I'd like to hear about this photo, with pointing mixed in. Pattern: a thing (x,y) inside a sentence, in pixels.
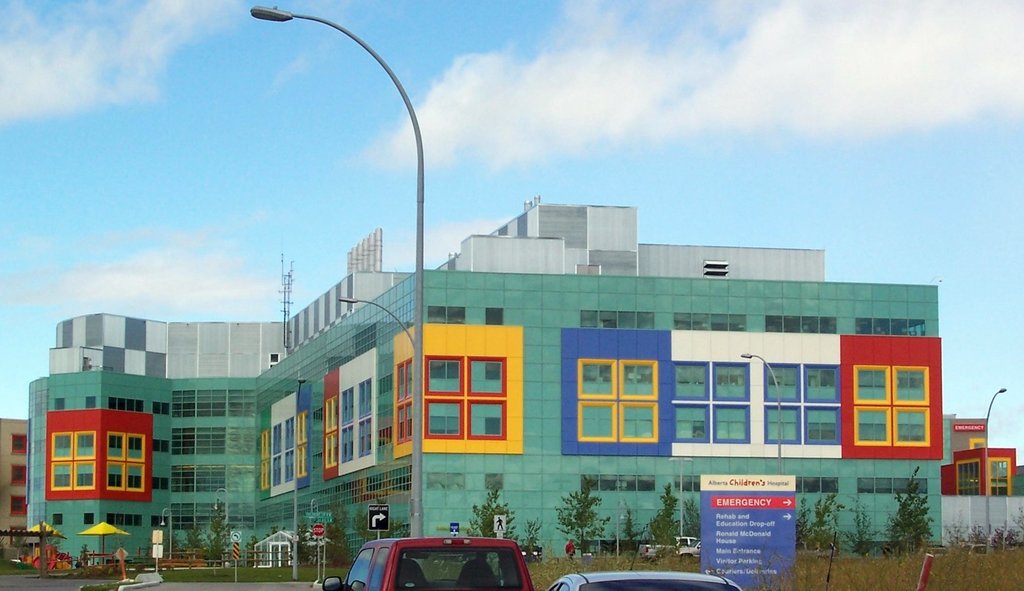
This picture is clicked outside. In the foreground (452,577) we can see the cars (514,584) seems to be parked on the ground (228,590) and we can see the grass (649,563), trees (598,522), text (752,503) on the boards (158,554) and we can see the lamp posts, buildings (445,495), tents (88,532) and some other objects (72,560). In the background (353,107) we can see the sky (874,150) and the buildings (971,451). In the right corner (974,542) we can see the plants (953,541).
